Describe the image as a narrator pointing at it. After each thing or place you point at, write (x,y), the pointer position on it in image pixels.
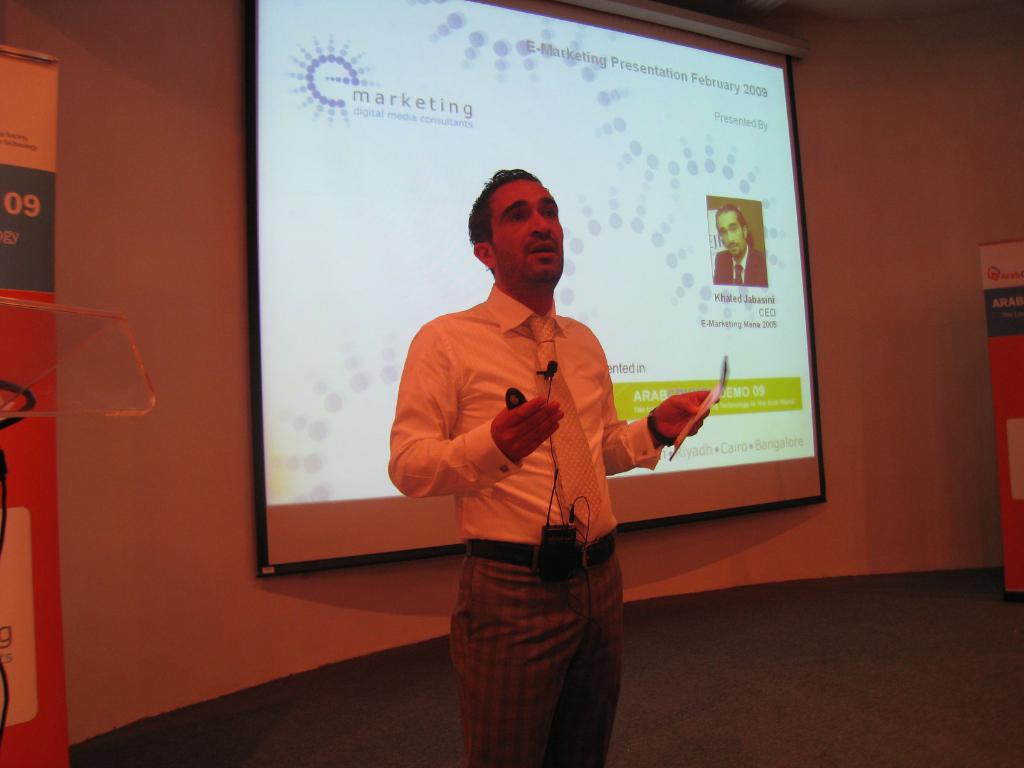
In the center of the image (541,379) there is a person (545,497) standing on dais (611,743). In the background (455,82) we can see an advertisement (12,215) and screen (474,77).
